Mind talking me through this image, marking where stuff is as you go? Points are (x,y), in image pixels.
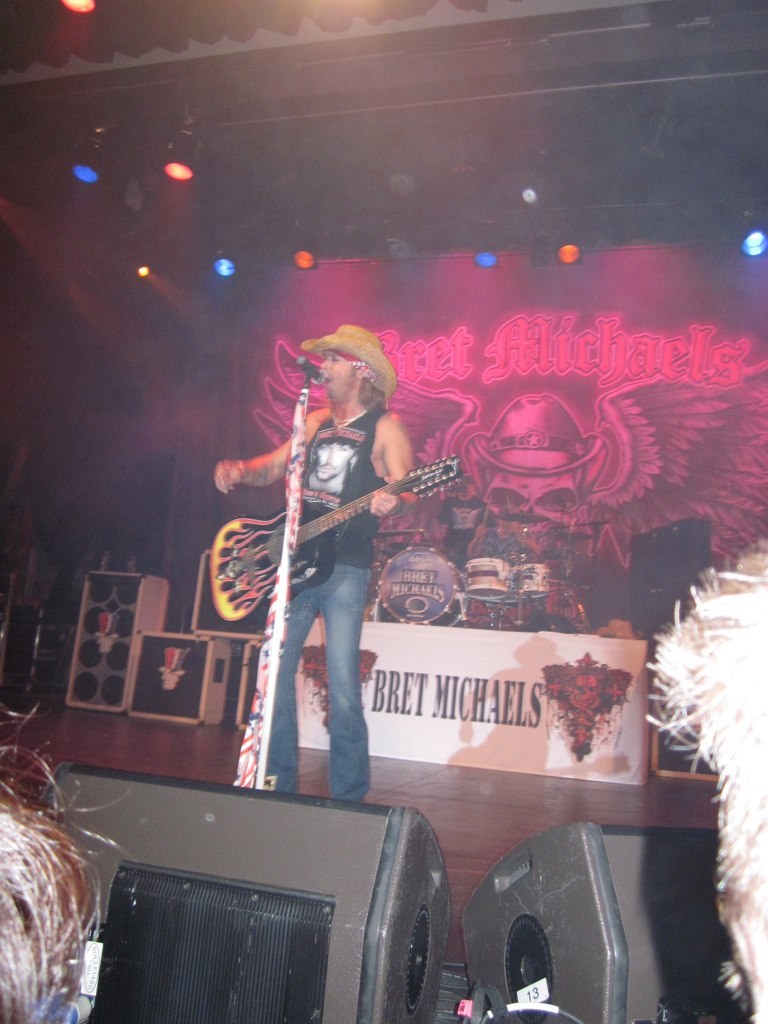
In this image I can see the stage (463,822). I can see a person (353,637) wearing black and blue colored dress (352,574) is standing and holding a guitar (317,527) in his hand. I can see a microphone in front of him. In the background (126,610) I can see few musical instruments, few speakers (134,587), a screen (406,384) and few lights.
